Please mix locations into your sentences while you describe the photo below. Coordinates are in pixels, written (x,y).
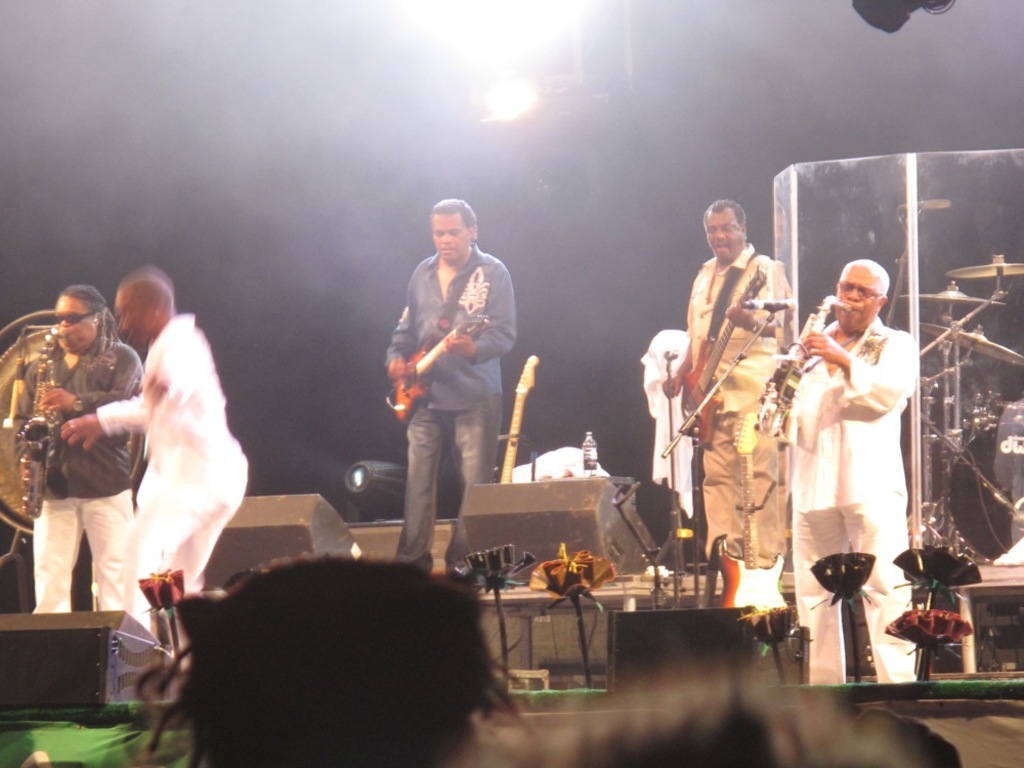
In this image I see 5 persons (437,217) on the stage (793,678) and 4 of them are holding musical instruments (795,348) and I see a bottle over here, I can also see few equipment (594,518) and a musical instrument (995,299) and in the background (398,33) I see the light (397,19).
